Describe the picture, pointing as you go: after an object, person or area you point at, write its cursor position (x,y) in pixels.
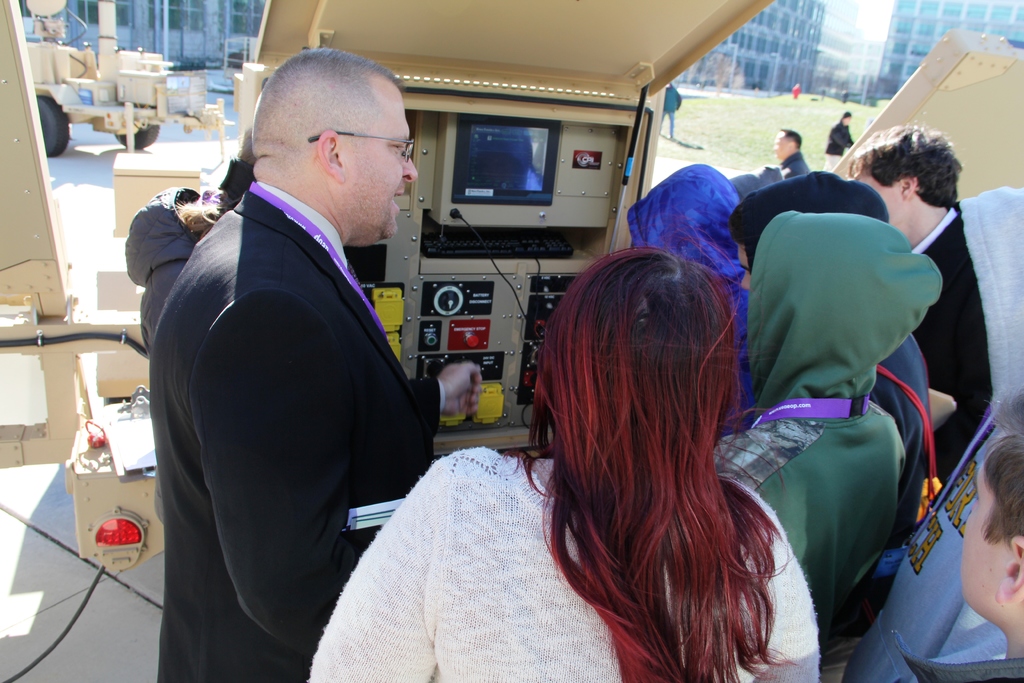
In the picture I can see few persons (741,469) standing in the right corner (852,473) and there is a machine (584,246) in front of them and there is another machine (100,54) in the left top corner (100,54) and there are few buildings (799,50) in the right top corner (854,49).
